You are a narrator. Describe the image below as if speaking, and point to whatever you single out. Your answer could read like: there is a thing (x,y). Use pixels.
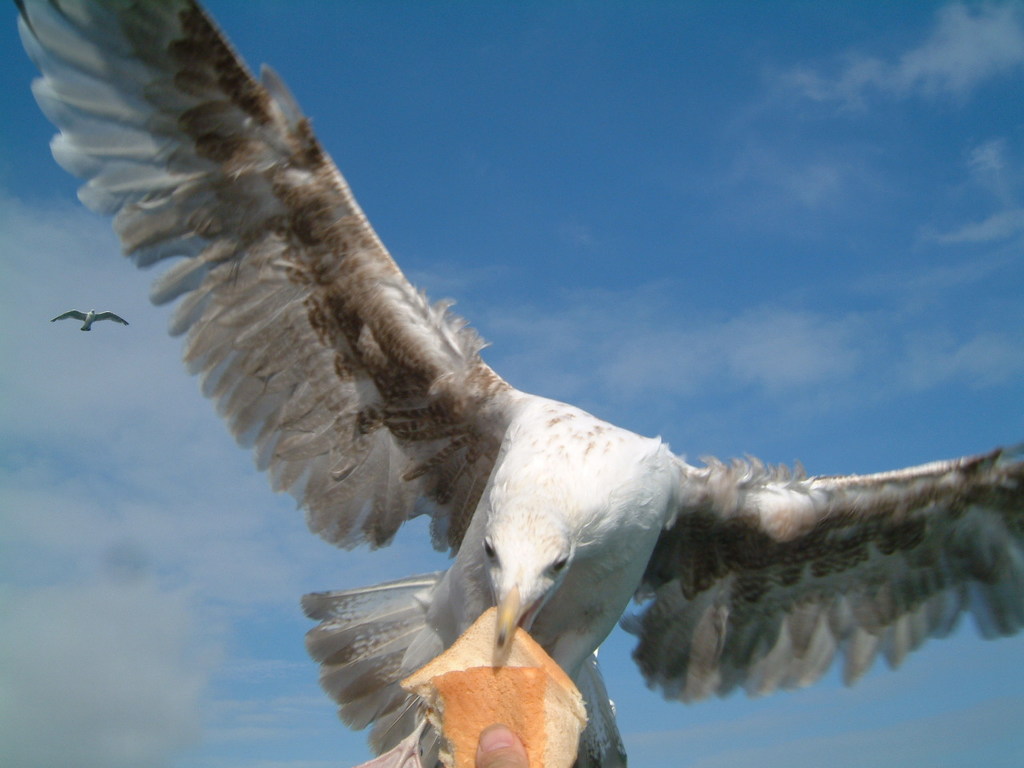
In this image I can see a bird (474,514) in the front (474,514). A person (498,755) is holding a bread (489,705) and another bird (114,315) is flying in the sky (90,477), at the back (95,319).
